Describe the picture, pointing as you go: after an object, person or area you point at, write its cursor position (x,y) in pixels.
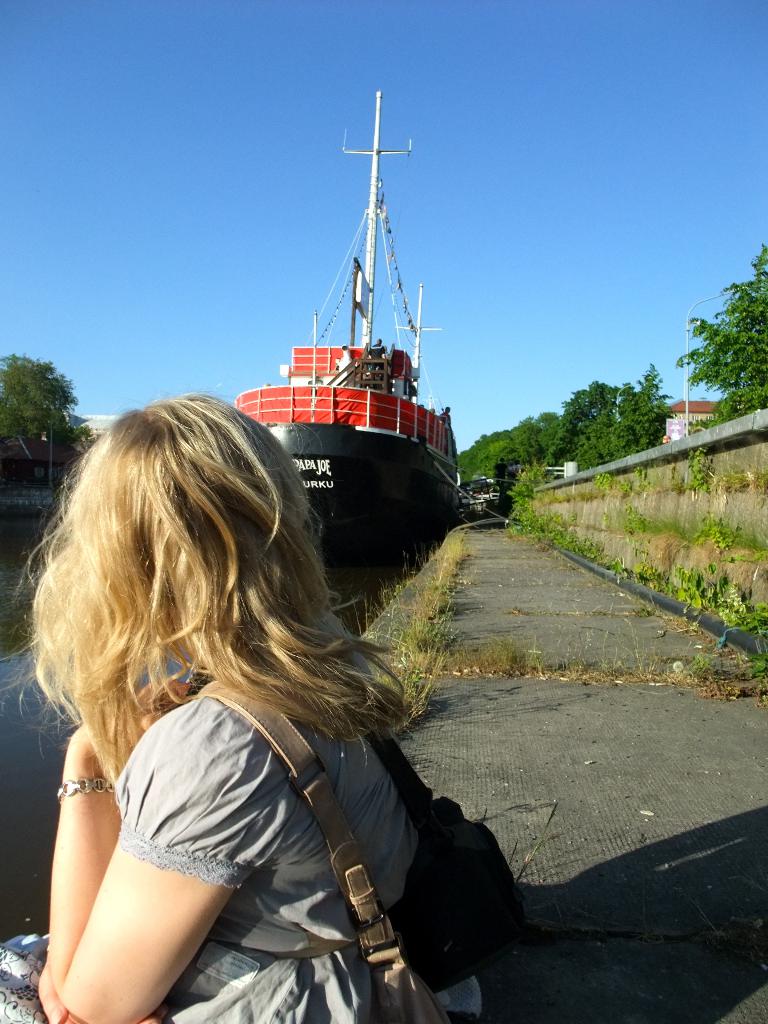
In this in front (112,500) there is a girl (121,496) sitting on the pavement (440,759). In the center of the image (370,359) there is a ship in the water (51,749). On the right side of the image (724,511) there is a wall (724,511). In the background of the image (605,420) there are trees (642,435), buildings (679,406) and sky (242,84).
